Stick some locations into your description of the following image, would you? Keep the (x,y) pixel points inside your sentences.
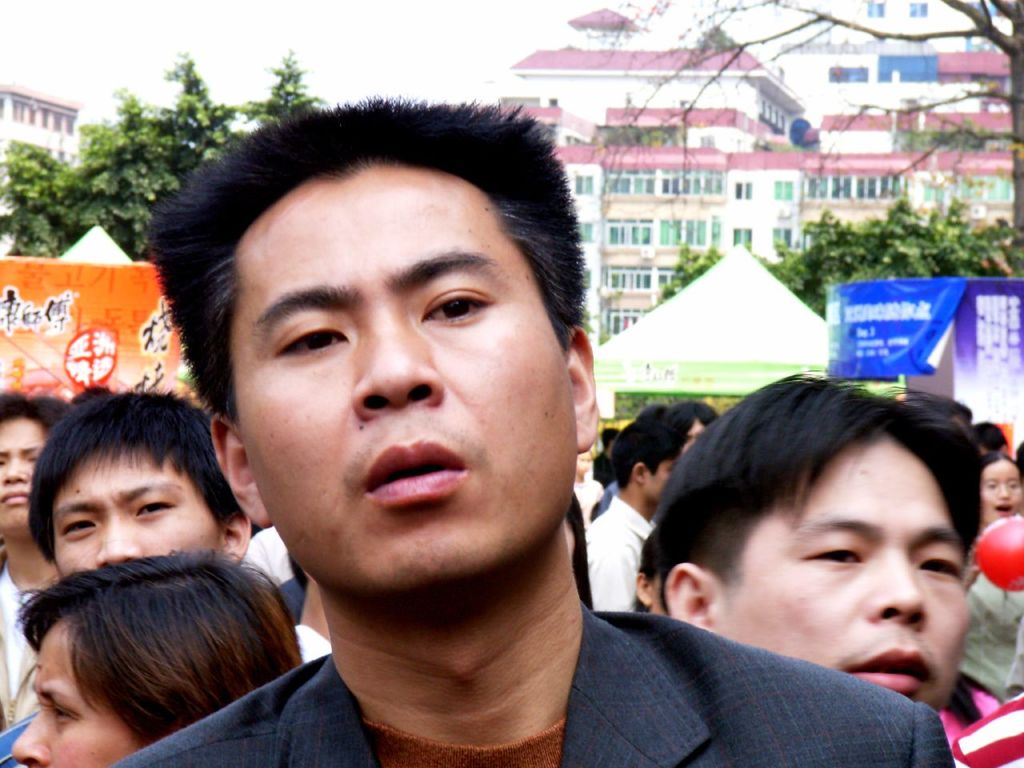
In this picture we can see a group of people (340,634), here we can see a balloon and in the background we can see banners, trees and buildings (1008,166).
